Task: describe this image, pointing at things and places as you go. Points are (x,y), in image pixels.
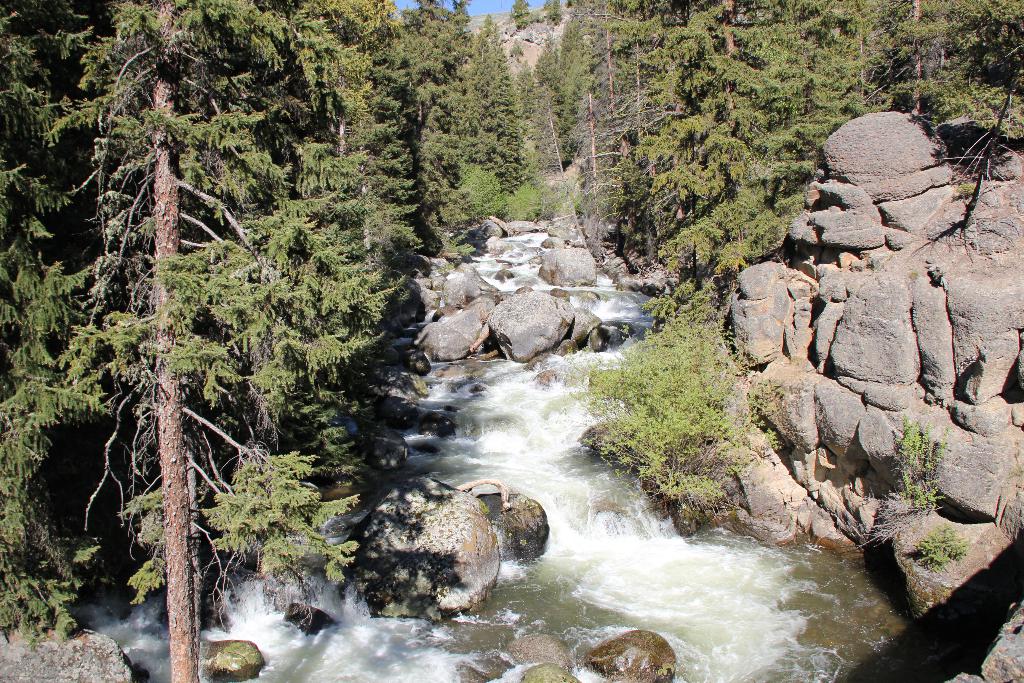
Here we can see water (602,543), rocks (915,567), plants (928,552) and trees (586,50). Sky (485,4) is in blue color.
